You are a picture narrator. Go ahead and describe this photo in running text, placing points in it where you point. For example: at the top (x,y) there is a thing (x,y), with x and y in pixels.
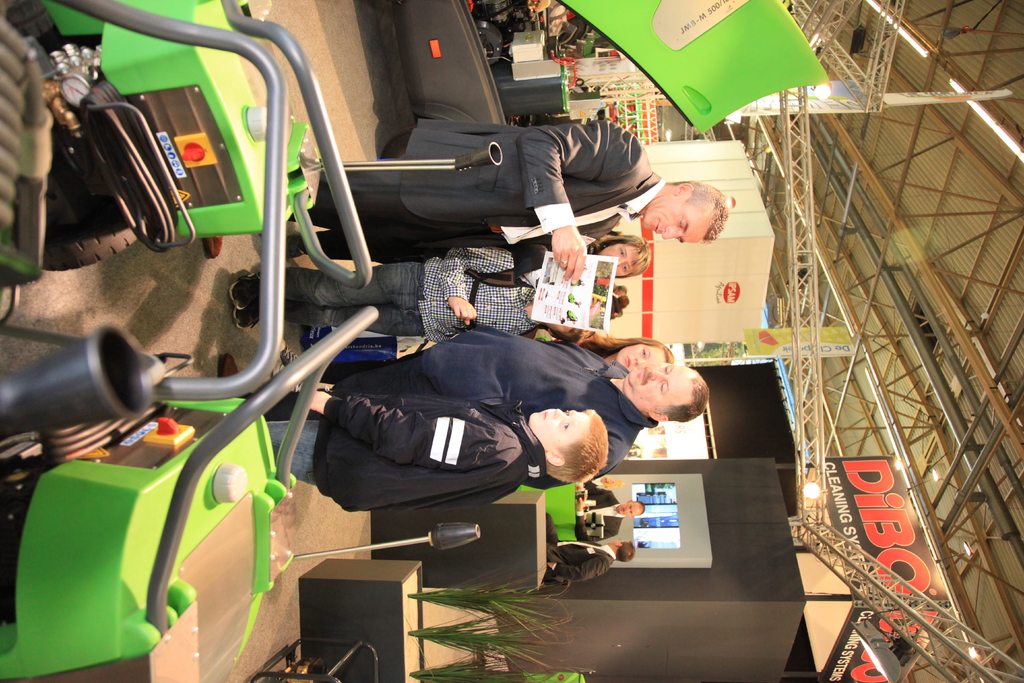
In this image we can see few people (578,363) standing. One person (447,220) is holding something in the hand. On the left side (71,176) there are some machines (142,476). On the right side (893,129) there is a ceiling (925,202) with rods (881,582). Also there is a board (886,535) with something written. Also there are rooms (737,518) and some other items (530,85). Also there are few people (602,556).
